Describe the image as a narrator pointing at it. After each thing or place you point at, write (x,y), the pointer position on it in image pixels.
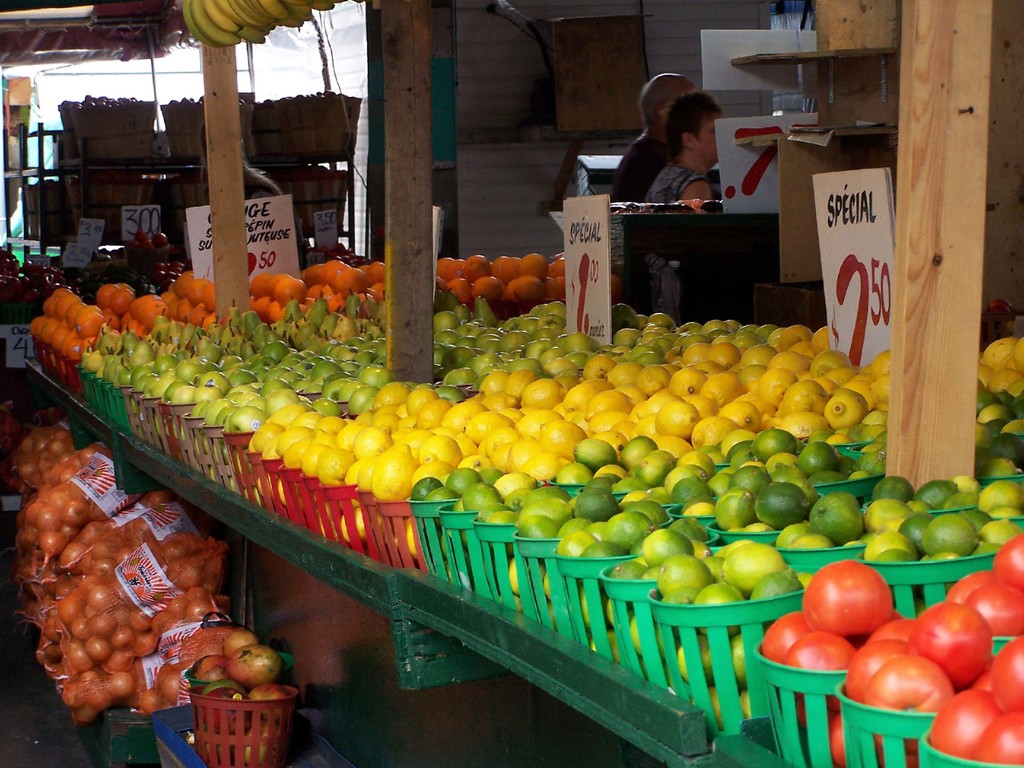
In this picture I can see that there are many fruits (852,616) arranged in the basket (842,673), there are two persons (644,185) standing here, there are some pillars (897,424) and price tags (584,224) and they are some ripe bananas (237,16) attached to the ceiling (153,24).
